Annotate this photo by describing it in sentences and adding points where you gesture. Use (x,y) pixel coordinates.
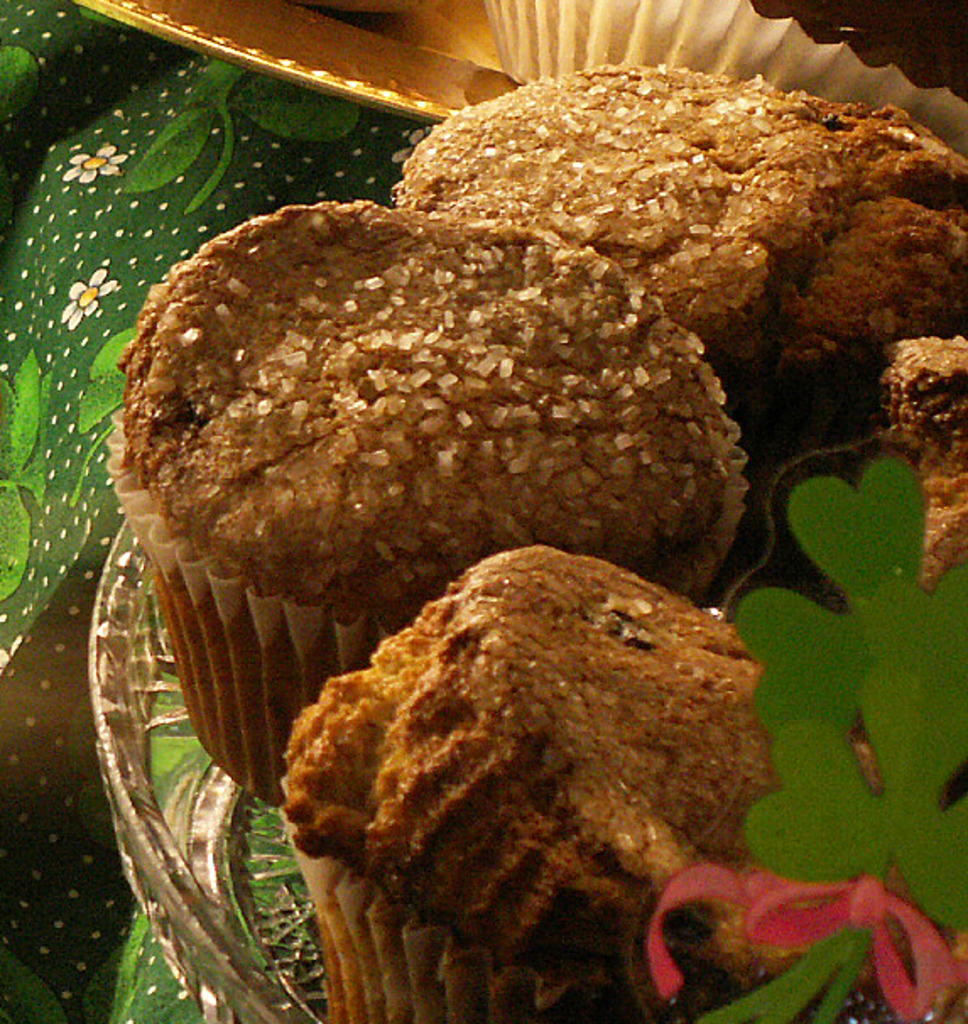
In this image there are cupcakes (497,390) on the glass plate (209,774). The cupcakes (452,657) are kept one beside the other.
